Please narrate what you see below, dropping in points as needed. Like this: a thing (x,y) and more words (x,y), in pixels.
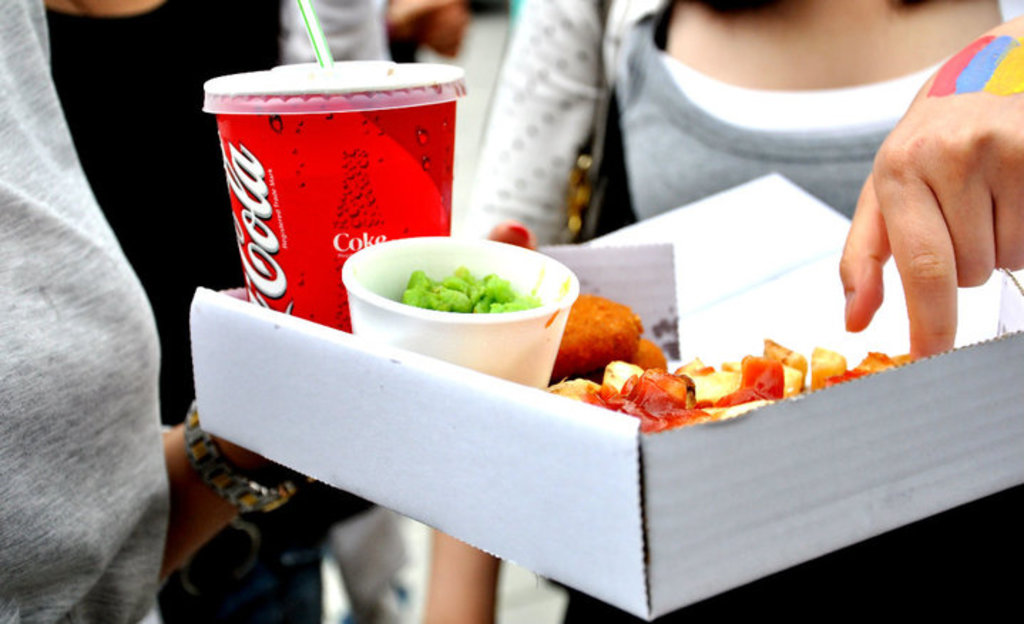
In this picture we can see the group of people (123,487) and on the left (54,299) we can see a person (169,536) holding a box (837,475) containing the glass of drink (316,252) and the food items (665,362) and we can see the sling bag (590,147) and some other items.
